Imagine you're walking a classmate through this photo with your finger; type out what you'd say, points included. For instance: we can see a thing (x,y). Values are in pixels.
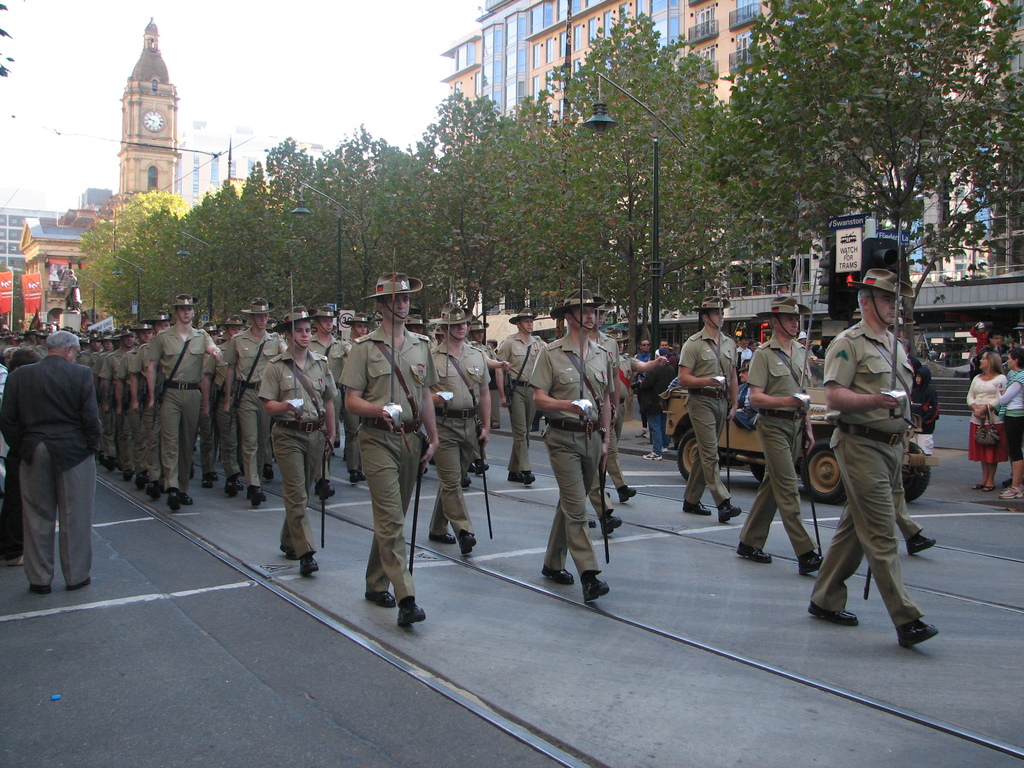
In this image we can see these people (544,351) wearing uniforms (188,370), hats (230,317) and shoes (382,606) are holding swords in their hands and marching on the road (806,584). Here we can see these people (979,378) are standing on the road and a vehicle (674,420) is moving on the road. In the background (444,115), we can see trees (688,188), light poles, caution boards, buildings (76,244), clock tower (138,102), banners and the sky (387,14).
